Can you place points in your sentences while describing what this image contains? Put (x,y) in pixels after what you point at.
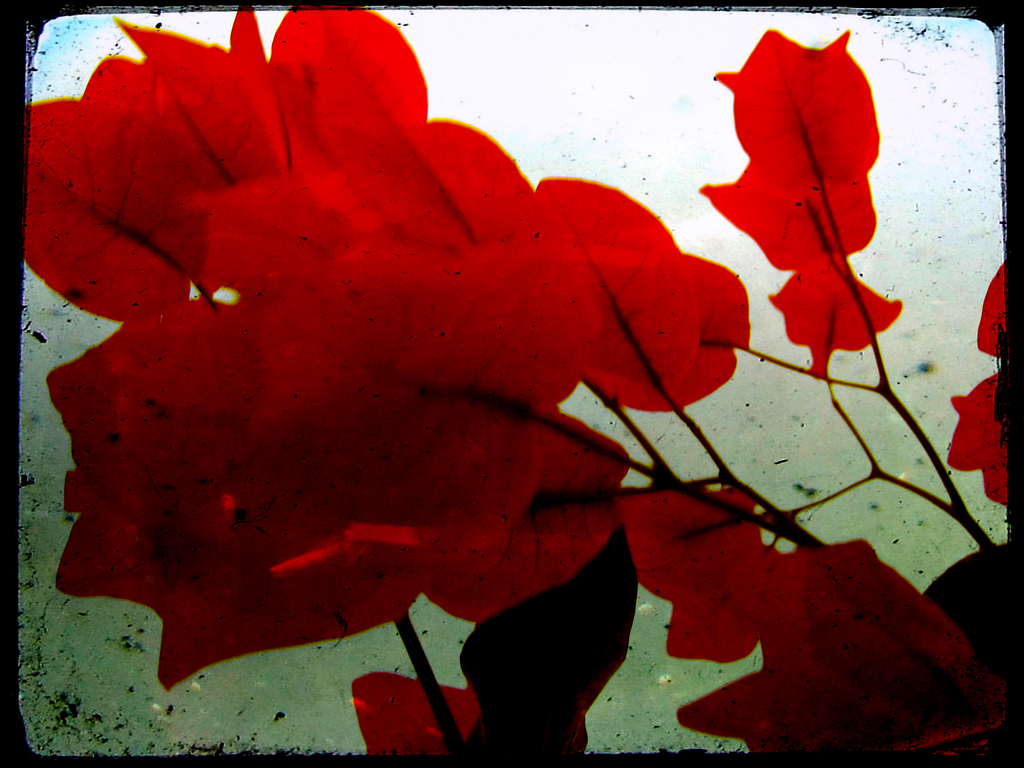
In this picture there are red color petals (412,283) in the center of the image (642,300).
